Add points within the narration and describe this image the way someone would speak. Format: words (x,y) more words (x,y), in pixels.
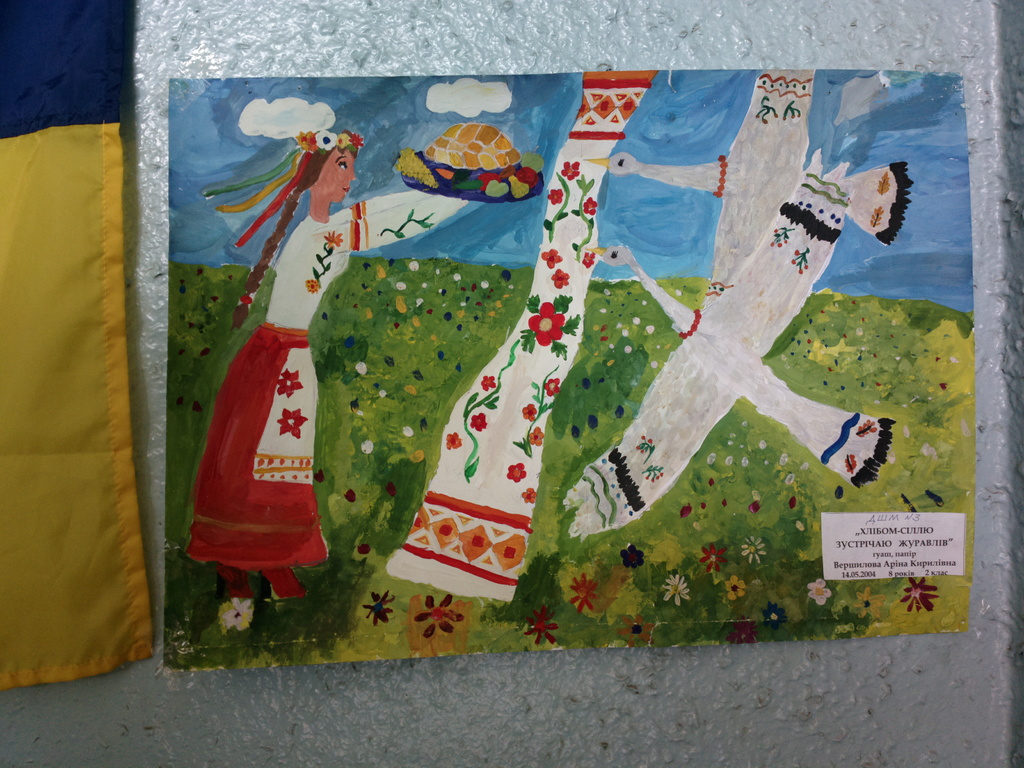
This image consists of a painting (423,460). There is a cloth (54,453) on the left side (81,516). In this painting (245,287) there is a girl (230,455), a cloth (526,528), and two birds (635,436).
